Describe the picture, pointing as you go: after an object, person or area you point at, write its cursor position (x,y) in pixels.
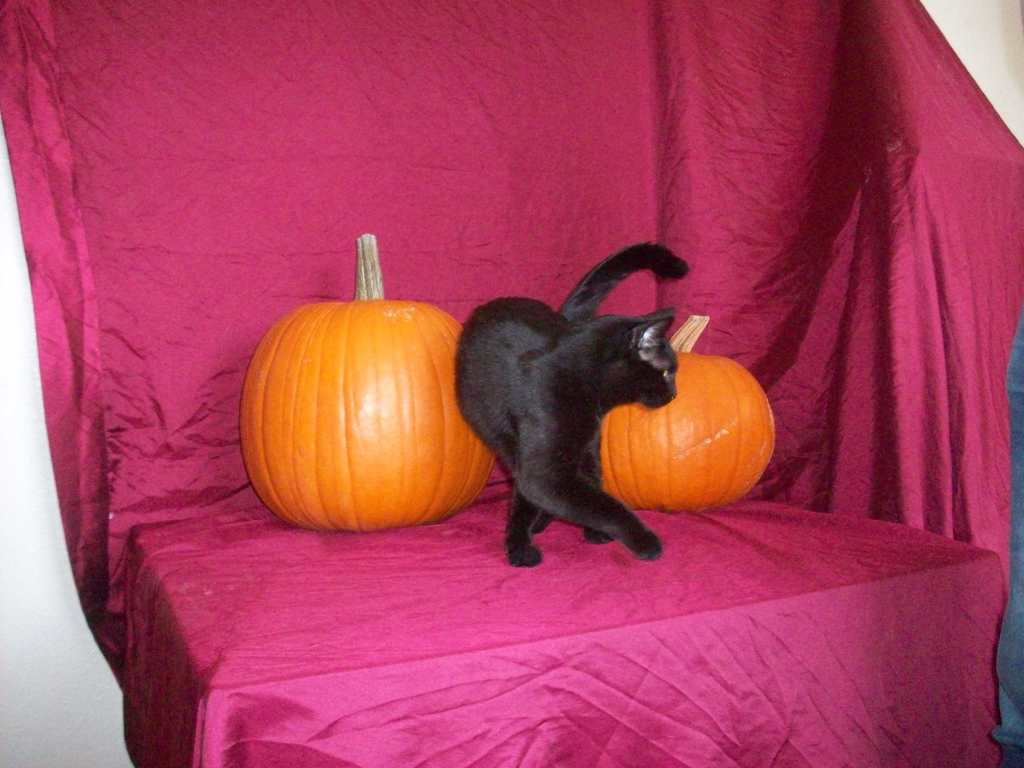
In this image there is a table (838,632), on that table (862,625) there is a cloth (839,647) and there are pumpkins (679,388) and a cat (576,398).
